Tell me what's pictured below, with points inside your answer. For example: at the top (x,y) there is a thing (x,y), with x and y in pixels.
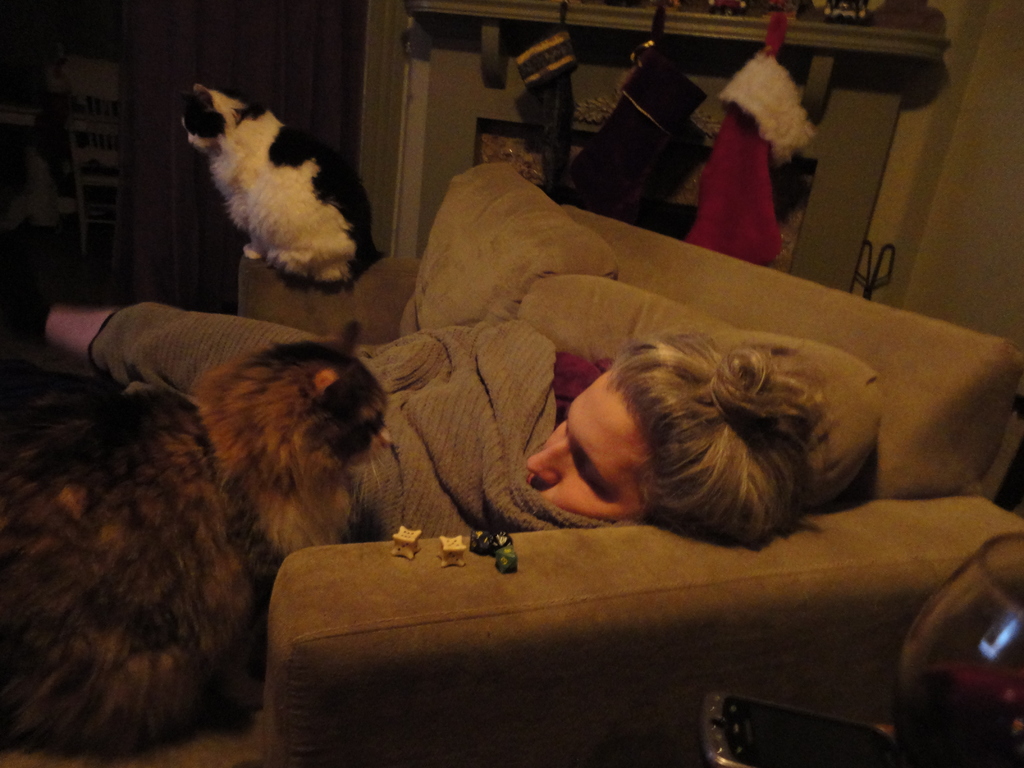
In this image we can see a woman (690,441) lying on the sofa (586,564), we can also see some objects (420,542) and two cats (296,545) on the sofa (279,289). On the left side of the image (297,31) we can see a chair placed on the ground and curtains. At the bottom of the image (873,763) we can see a device (772,727) and a glass (970,740). At the top of the image (566,78) we can see some bags (764,132) on the wall (578,81) and a tool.
